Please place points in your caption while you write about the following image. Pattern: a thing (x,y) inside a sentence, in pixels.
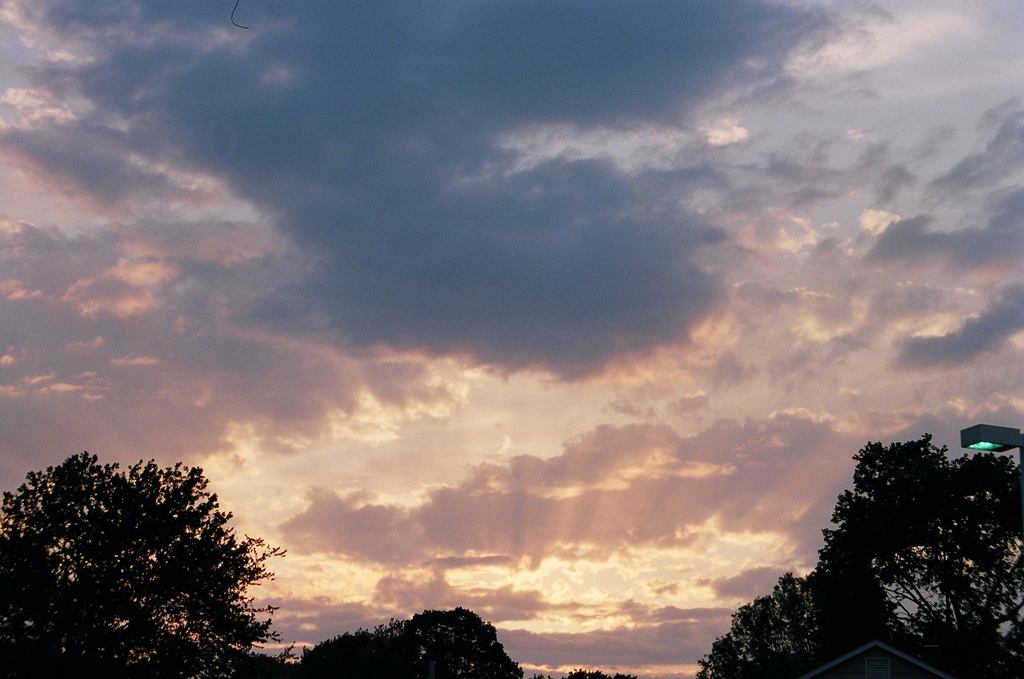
In this picture we can see some cloudy sky (623,476) and we can see some trees (295,671).
